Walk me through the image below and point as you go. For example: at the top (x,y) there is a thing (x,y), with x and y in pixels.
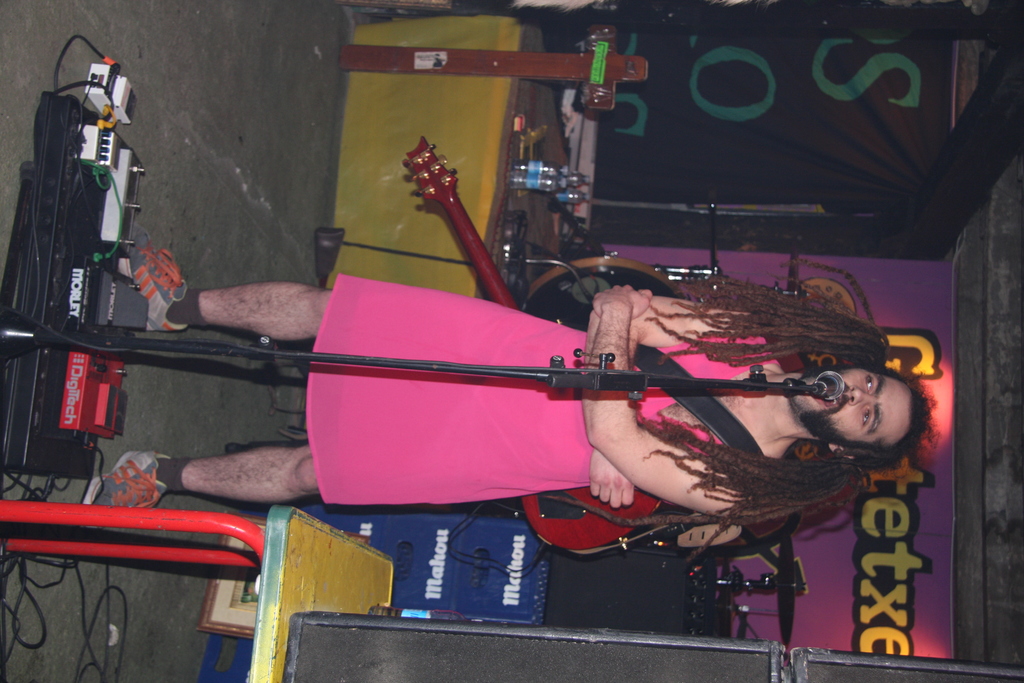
In this image the person (616,416) is standing and wearing a guitar (562,520). There is a mic (807,393) and a stand (280,360).
